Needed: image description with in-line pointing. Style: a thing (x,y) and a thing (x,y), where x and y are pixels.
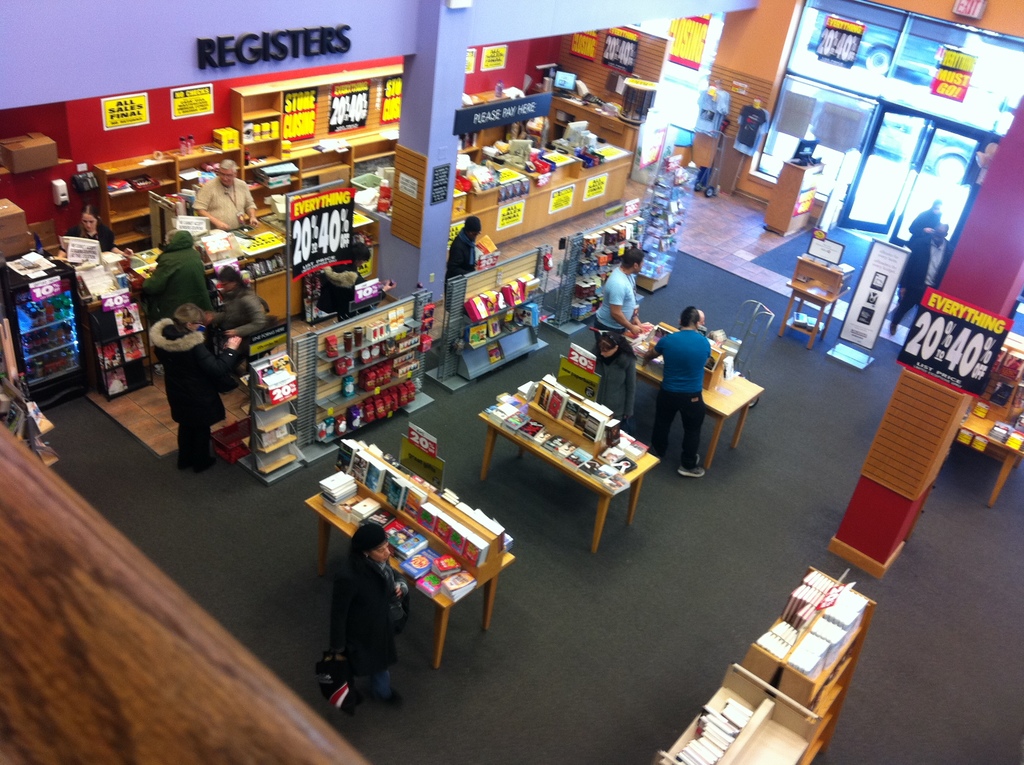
As we can see in the image, there is a wall (487,4), tables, books (400,484) and few people (695,391) standing over here.
